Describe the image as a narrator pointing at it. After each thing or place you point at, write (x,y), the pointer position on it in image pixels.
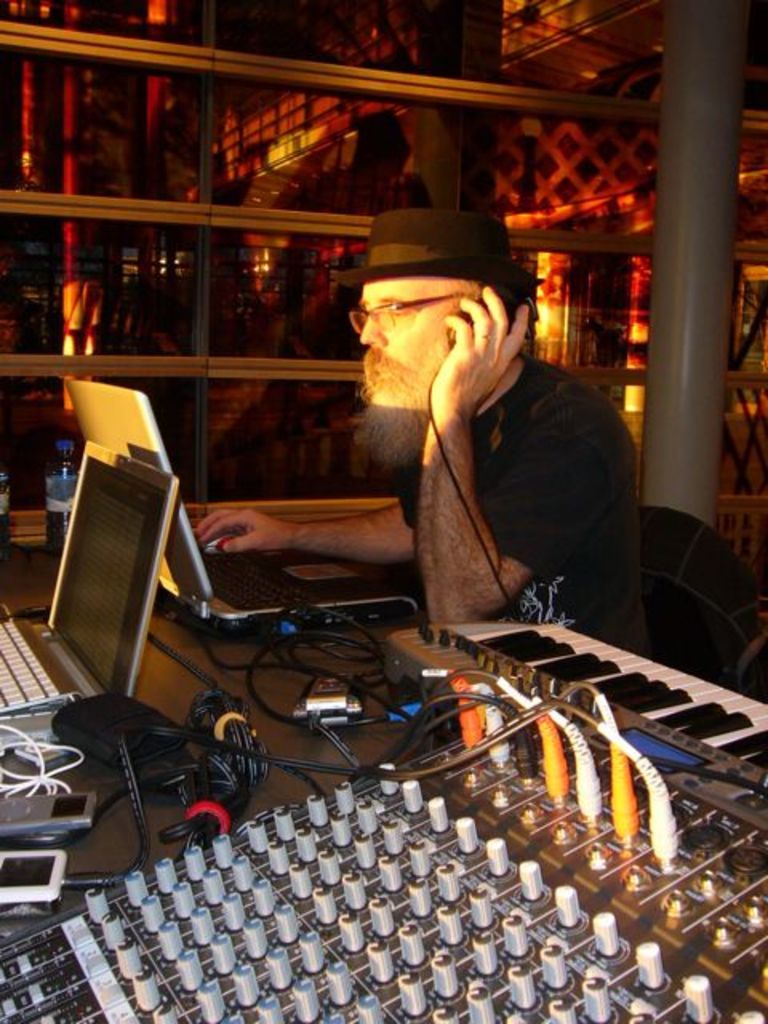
This image is clicked inside, there is man (477,500) sitting and wearing black hat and using laptop (287,604). To the right (713,728), there is a piano (669,718). In the front (242,966), there is a music mixer (353,917). In the background (274,173), there are pillars (675,306) and walls (277,161).
